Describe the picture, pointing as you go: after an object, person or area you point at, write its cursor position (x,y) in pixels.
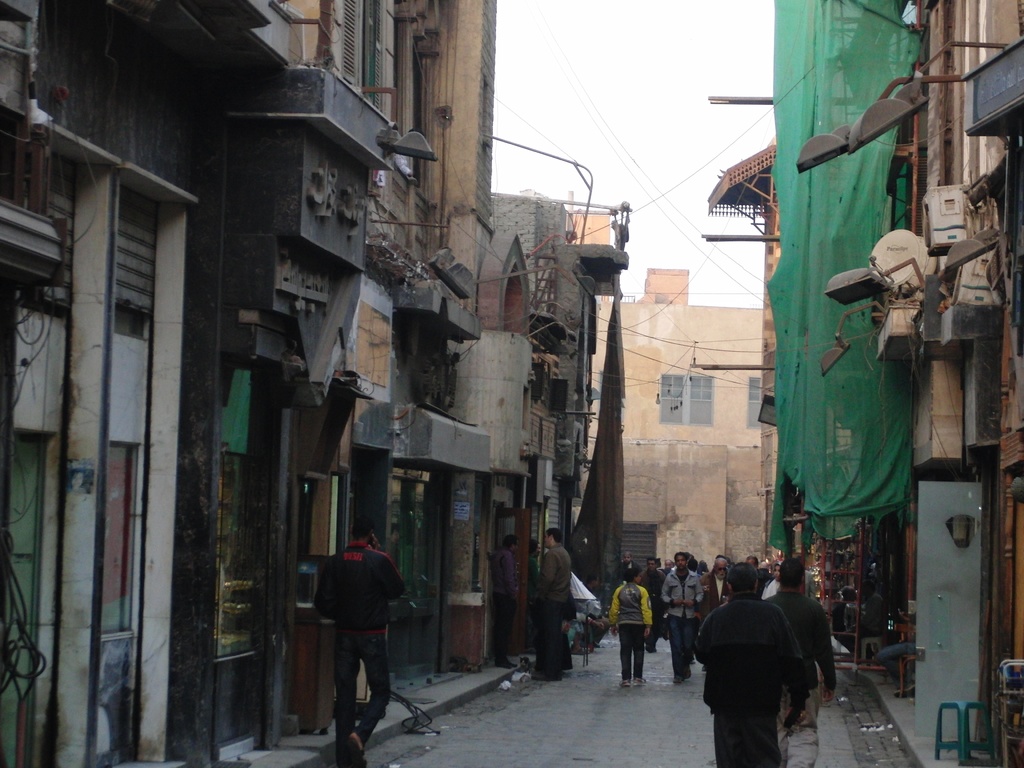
At the top of the picture (648,71) we can see sky (648,120). Across the path (604,721) we can see buildings (724,437). We can see few persons (720,605) talking, standing and few are walking on the road (647,685). This is a green net (841,256) on a building (860,172). Here we can see stool (939,718).
